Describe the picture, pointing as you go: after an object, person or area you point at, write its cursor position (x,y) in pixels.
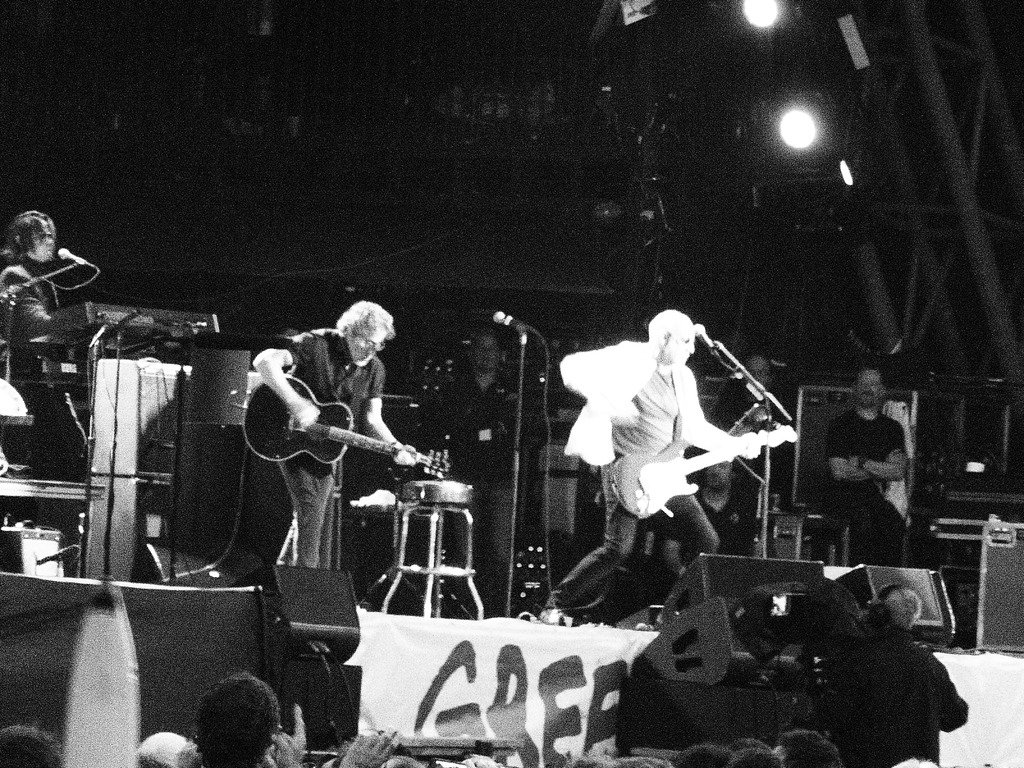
Here in this picture we can see two men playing guitars (391,454) with microphones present in front of them on the stage (492,605) and we can also see a person (17,266) playing a key board (79,309) with microphone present in front of them and beside them we can see some people (497,399) standing and watching them and we can also see stools (431,547) present and we can see speakers (225,454) present and we can see lights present at the top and in front of them we can see number of people (248,748) present and they are watching them.
